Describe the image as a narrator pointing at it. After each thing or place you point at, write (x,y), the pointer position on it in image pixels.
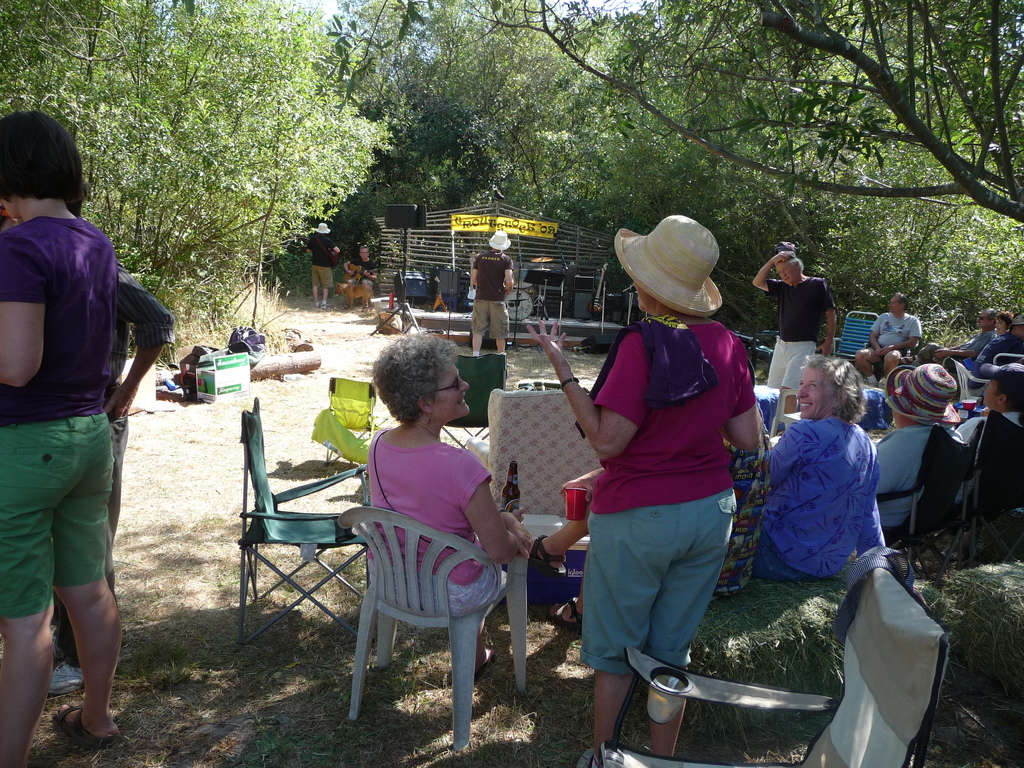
This picture shows a group of people (828,433) seated on the chairs (965,480) and we see people (21,206) standing and we see few trees (624,214) around and we see a woman (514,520) holding a glass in her hand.
